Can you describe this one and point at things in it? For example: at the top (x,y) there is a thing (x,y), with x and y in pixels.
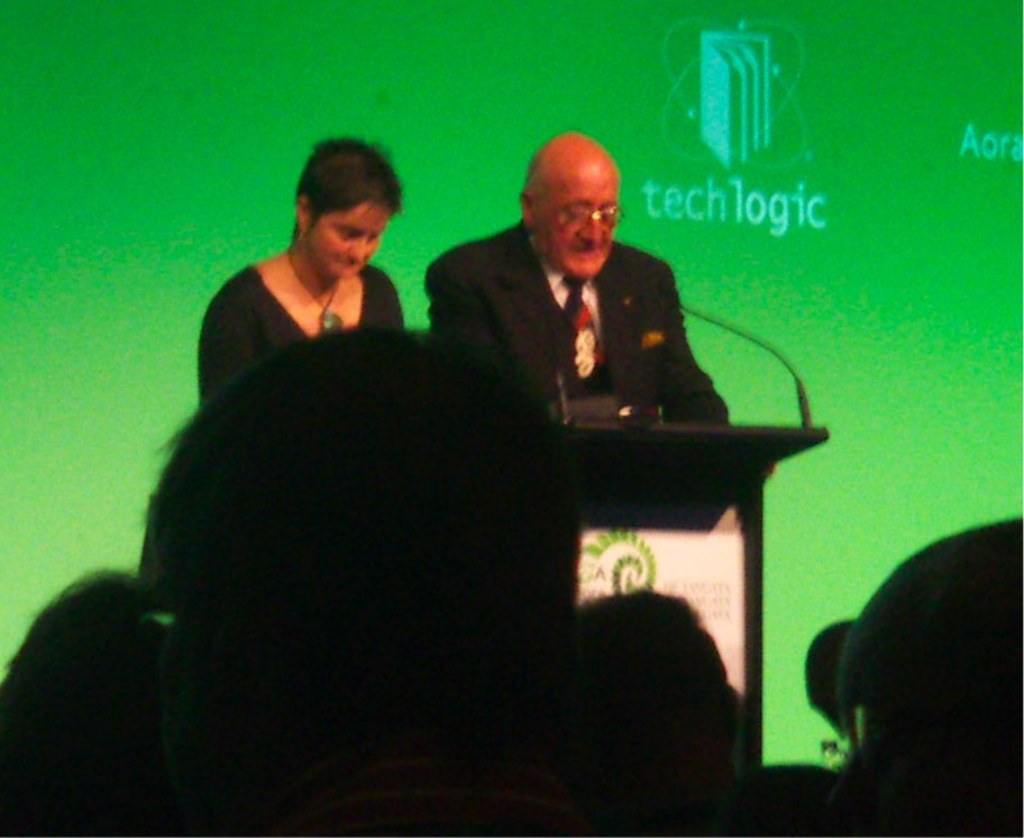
There is a person (623,272) in black color suit (503,248) standing in front of a stand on which, there is a mic (799,385) near a woman (234,360) who is standing on the stage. In front of them, there are persons (915,641) sitting. In the background (832,524), there is a screen (475,79) which is in green color.
